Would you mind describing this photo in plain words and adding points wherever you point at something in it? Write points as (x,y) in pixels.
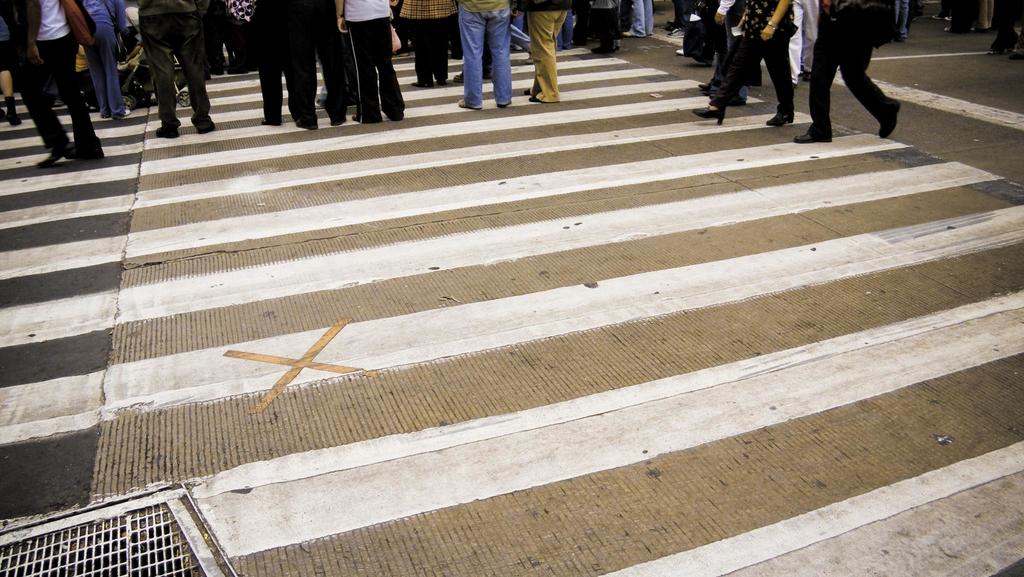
In this image I can see few people (572,7) are standing and wearing different color dresses (551,44). I can see a trolley (180,73) on the road (218,111).
